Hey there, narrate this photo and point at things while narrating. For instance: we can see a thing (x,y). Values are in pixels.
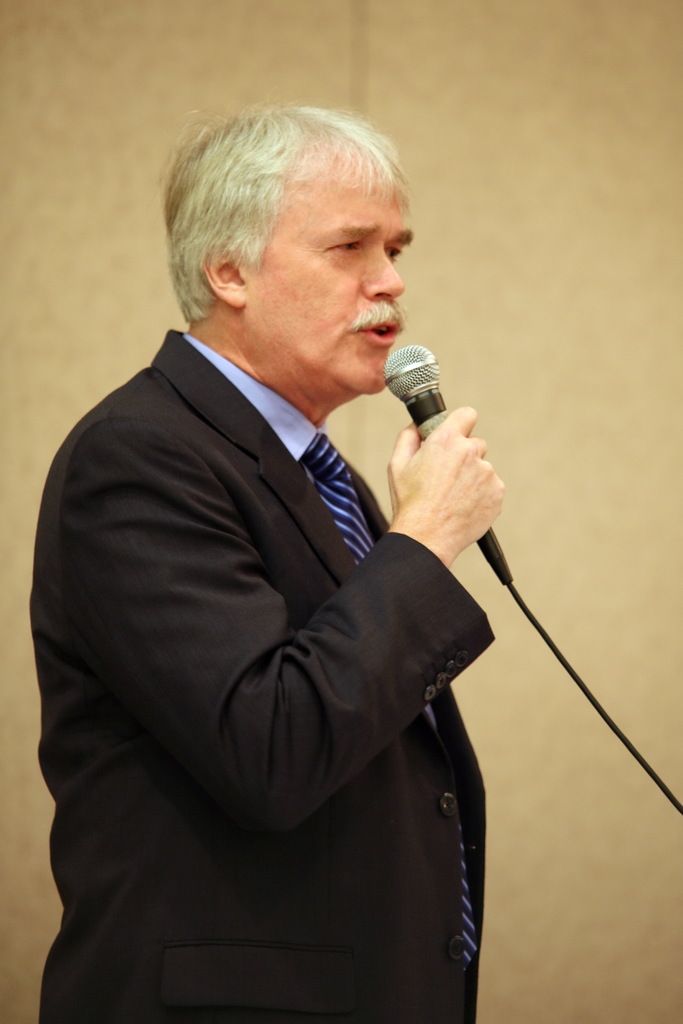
Here we can see a person (340,216) is standing and holding a microphone (430,431) in his hands (420,442), and at back (509,136) here is the wall (84,244).
